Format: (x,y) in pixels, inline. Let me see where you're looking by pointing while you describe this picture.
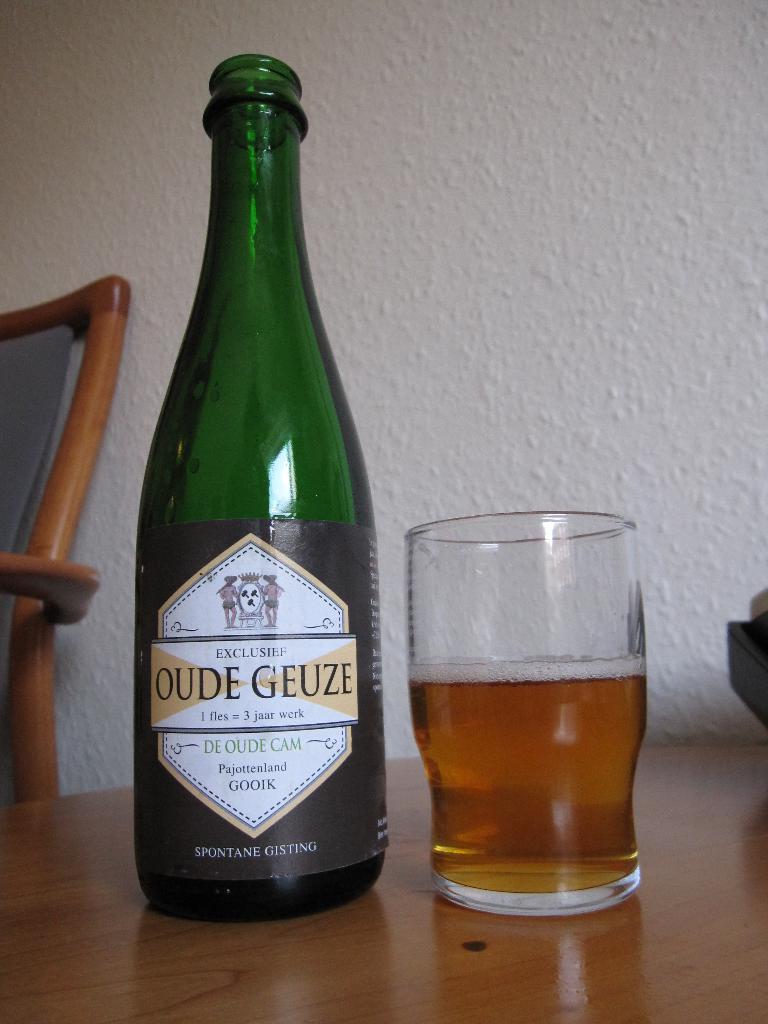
As we can see in the image there is white color wall (465,313), chair (45,345), a bottle (188,600) and glass (433,733) on table (416,971).
